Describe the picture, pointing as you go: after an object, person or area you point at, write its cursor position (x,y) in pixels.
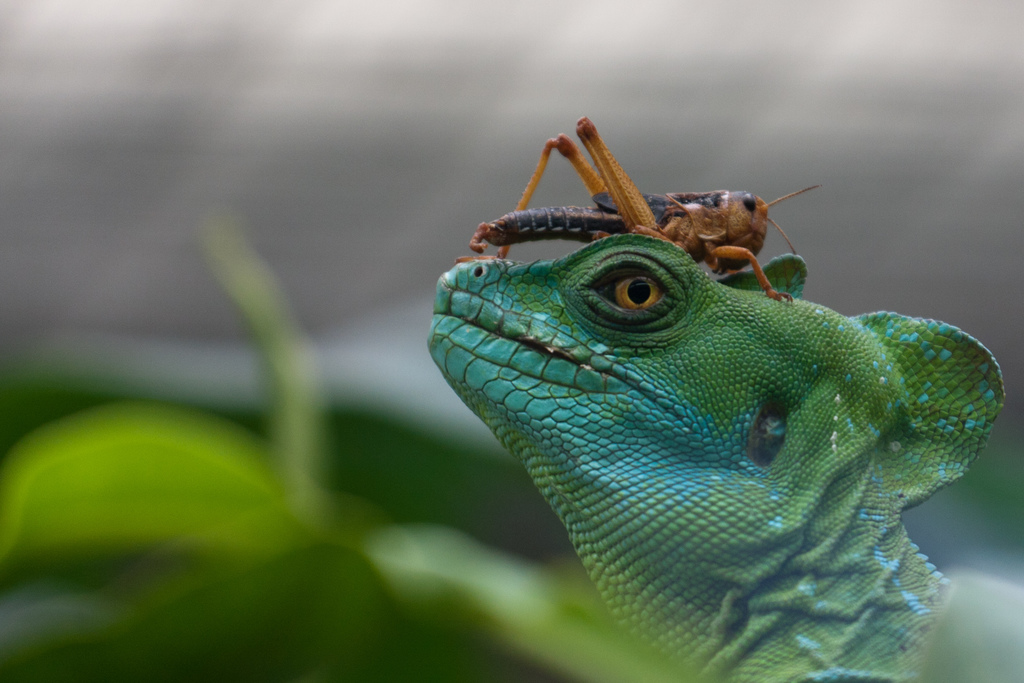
In this image, I can see an insect (496,236) on the lizard (767,461). This lizard (771,470) is green in color. The background (599,97) looks blurry.
